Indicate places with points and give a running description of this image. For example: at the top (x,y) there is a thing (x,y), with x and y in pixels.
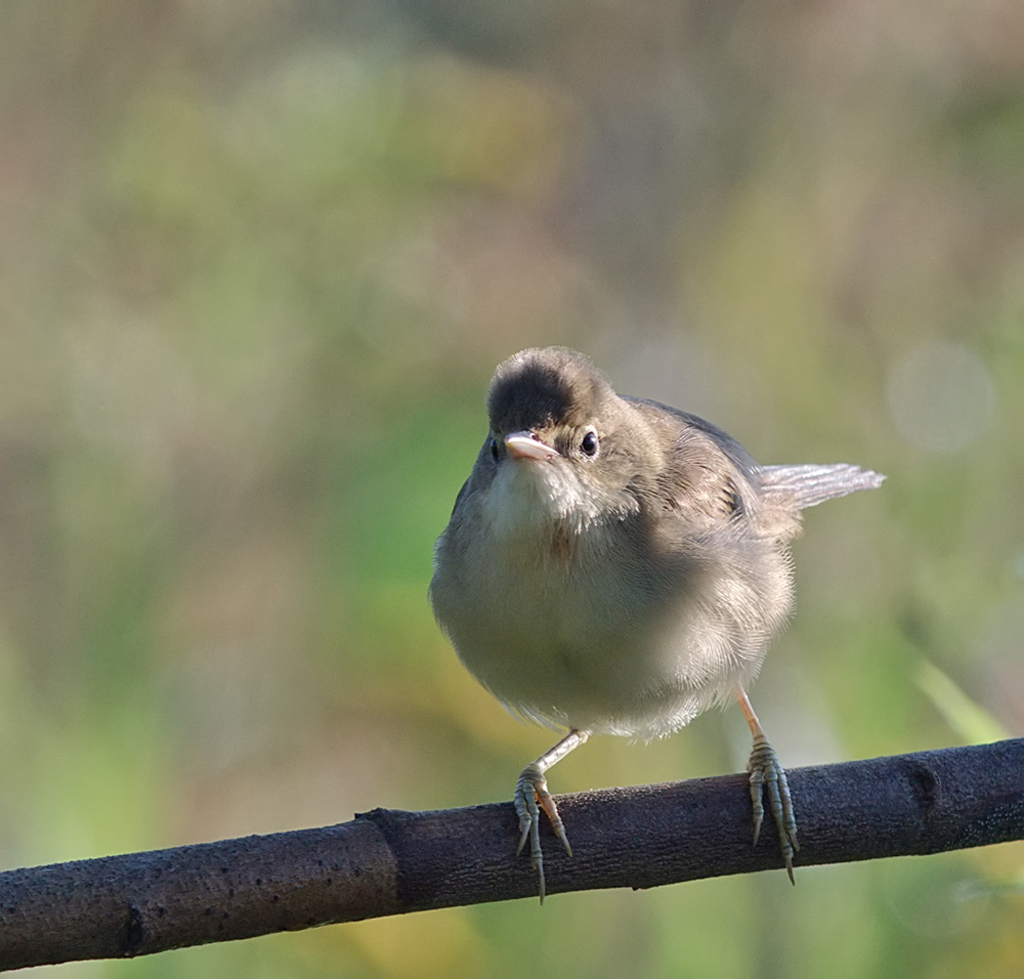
In this image there is a bird (592,535) standing on a branch (481,836).
